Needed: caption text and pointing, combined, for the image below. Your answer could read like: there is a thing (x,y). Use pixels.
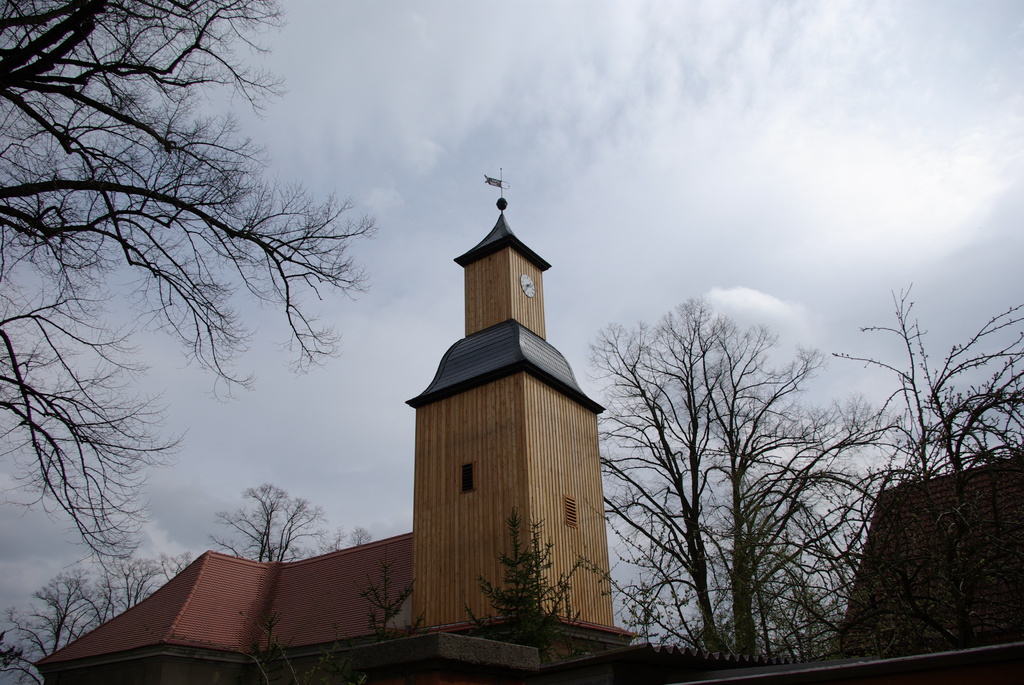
In this picture we can observe a building (469,588) which is in cream and maroon colors. There are dried trees (274,493). In the background (576,143) there is a sky (488,139) with some clouds (634,166).
